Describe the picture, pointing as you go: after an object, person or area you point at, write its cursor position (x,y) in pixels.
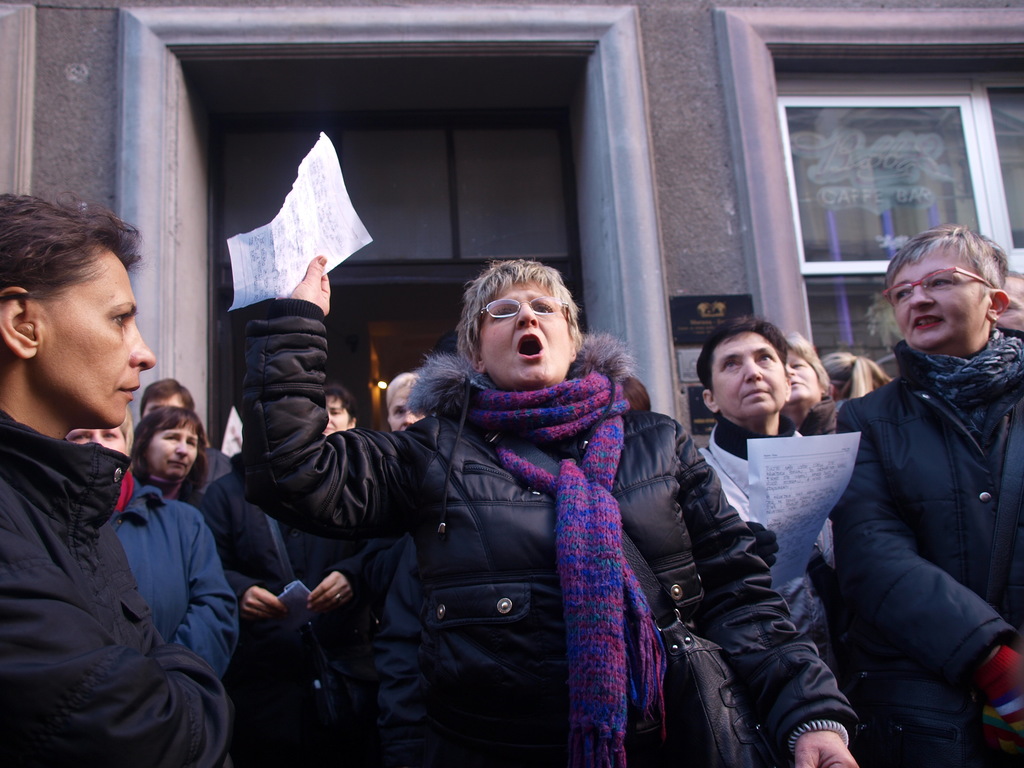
In this image there are two people (691,526) holding papers (786,487) in their hands (752,545), in the background (12,23) there are people (979,392) standing and there is a building (269,23) for that building (570,144) there are doors (364,327) and windows (862,167).
